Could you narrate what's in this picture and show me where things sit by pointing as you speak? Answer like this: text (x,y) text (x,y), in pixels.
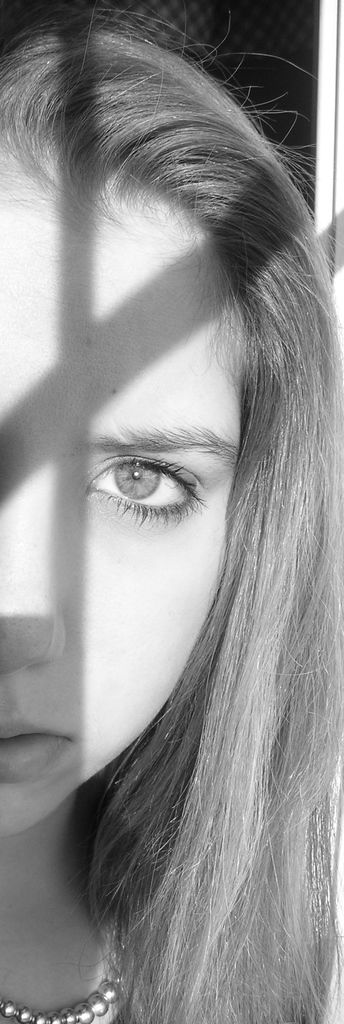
In this image I can see the black and white picture of a woman (22,164) who is wearing a chain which is silver in color in her neck (71,919) and I can see the black background (276,93).
